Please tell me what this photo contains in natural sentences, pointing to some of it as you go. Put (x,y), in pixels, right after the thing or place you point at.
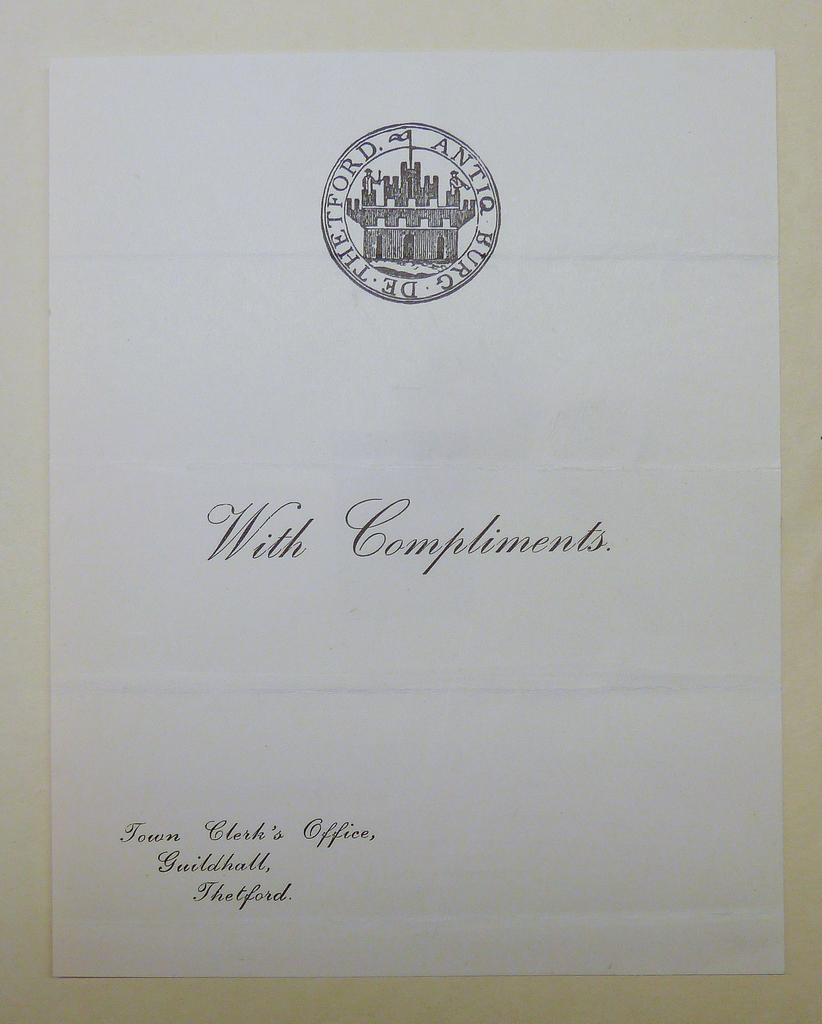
In this image we can see a paper (594,343) in which a stamp (416,226) and a text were written.
